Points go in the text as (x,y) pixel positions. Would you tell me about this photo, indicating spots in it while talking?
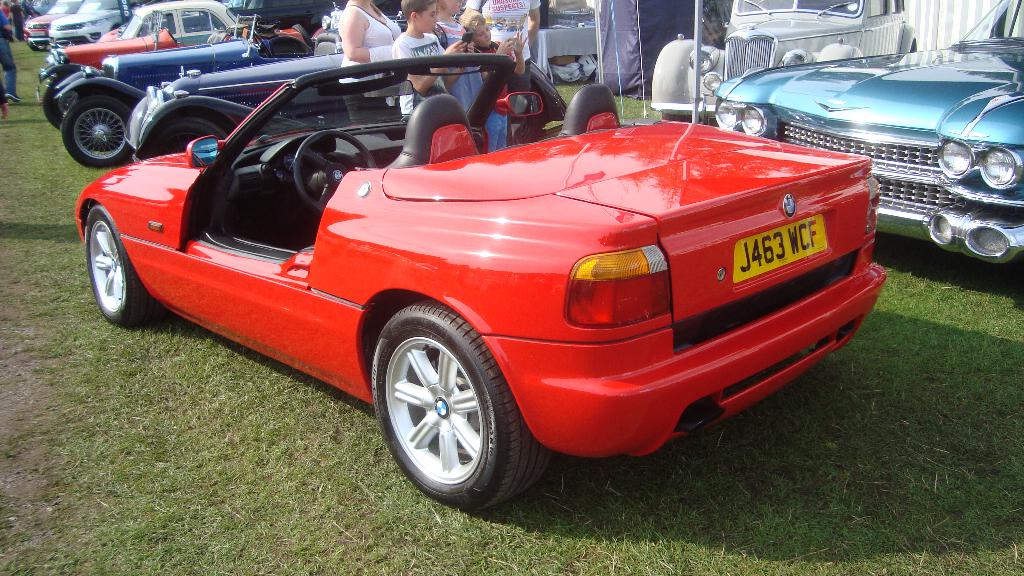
There is a grassy land (309,441) at the bottom of this image (421,488) and there are some cars (252,39) parked at the top of this image (291,176). there are some persons (463,86) standing at the top middle of this image (439,43) and top left corner of this image (20,22) as well.
